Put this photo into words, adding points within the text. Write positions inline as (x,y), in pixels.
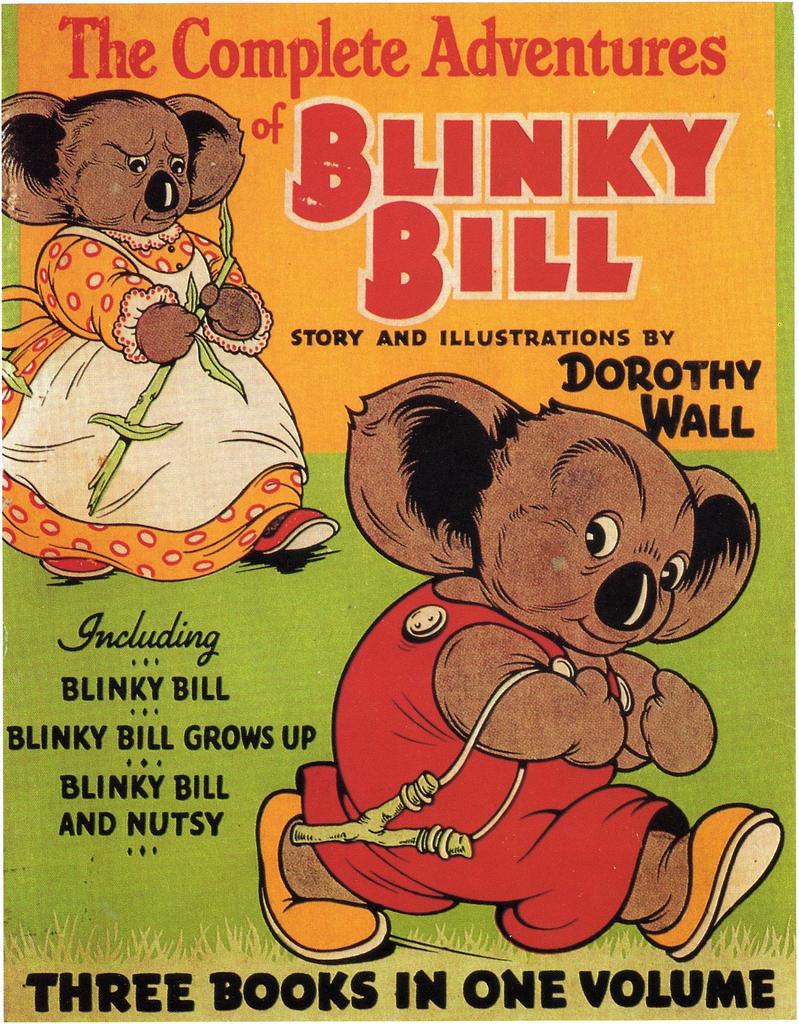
In this image I can see the cover page (301,744) of the book (329,683). On the book (138,479) I can see the toys (256,482) with dresses (211,486) and something is written on it. And the book (307,531) is colorful.
